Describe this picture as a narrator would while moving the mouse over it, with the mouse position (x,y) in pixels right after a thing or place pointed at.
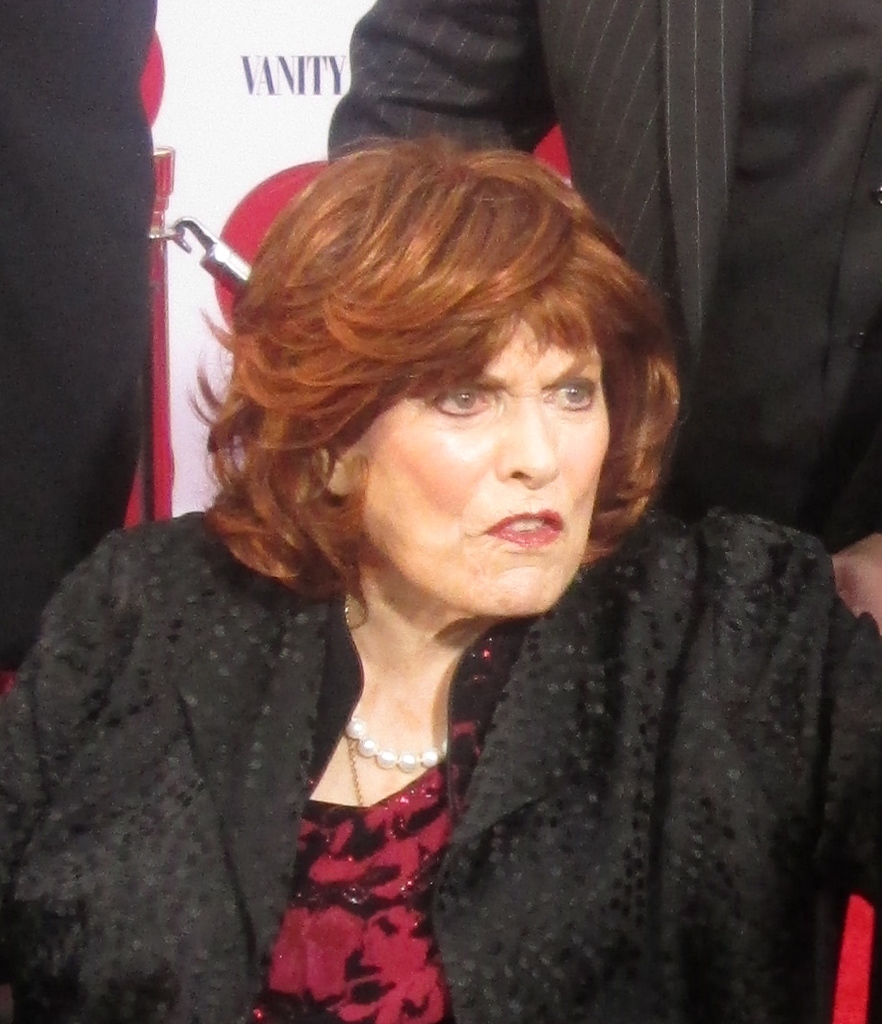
In this image I can see a woman (342,667) is wearing maroon and black dress (337,885). Back I can see few people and white and red color banner (223,192).
